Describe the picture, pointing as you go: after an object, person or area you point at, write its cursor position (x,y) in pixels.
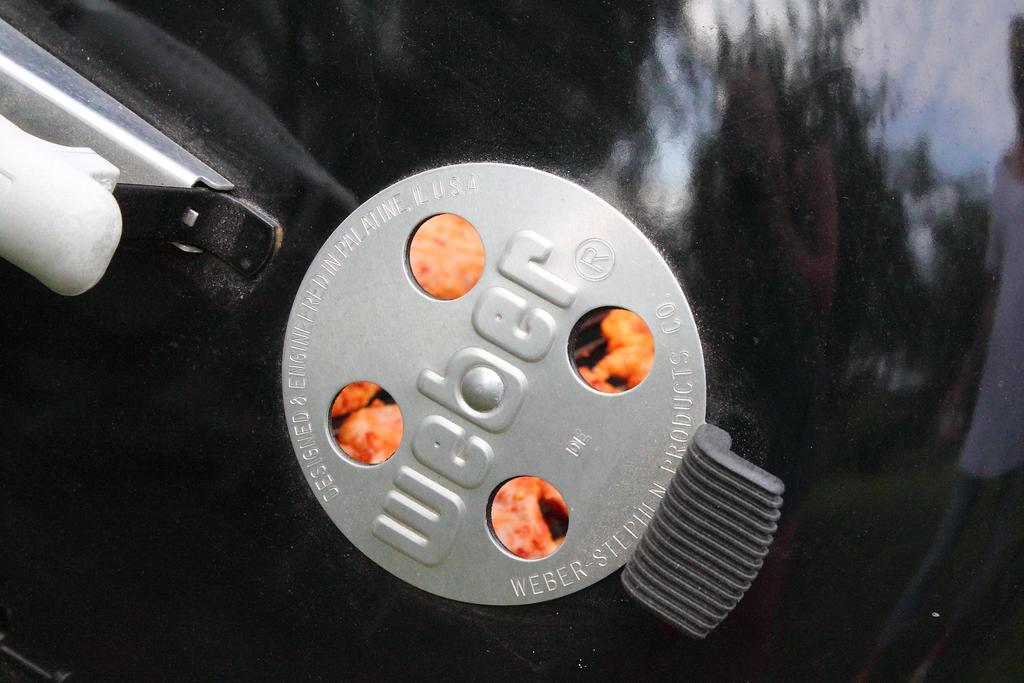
In this image we can see a black colored object (344,189) with a handle (655,555) and a metal plate (527,453) with text (517,347).
